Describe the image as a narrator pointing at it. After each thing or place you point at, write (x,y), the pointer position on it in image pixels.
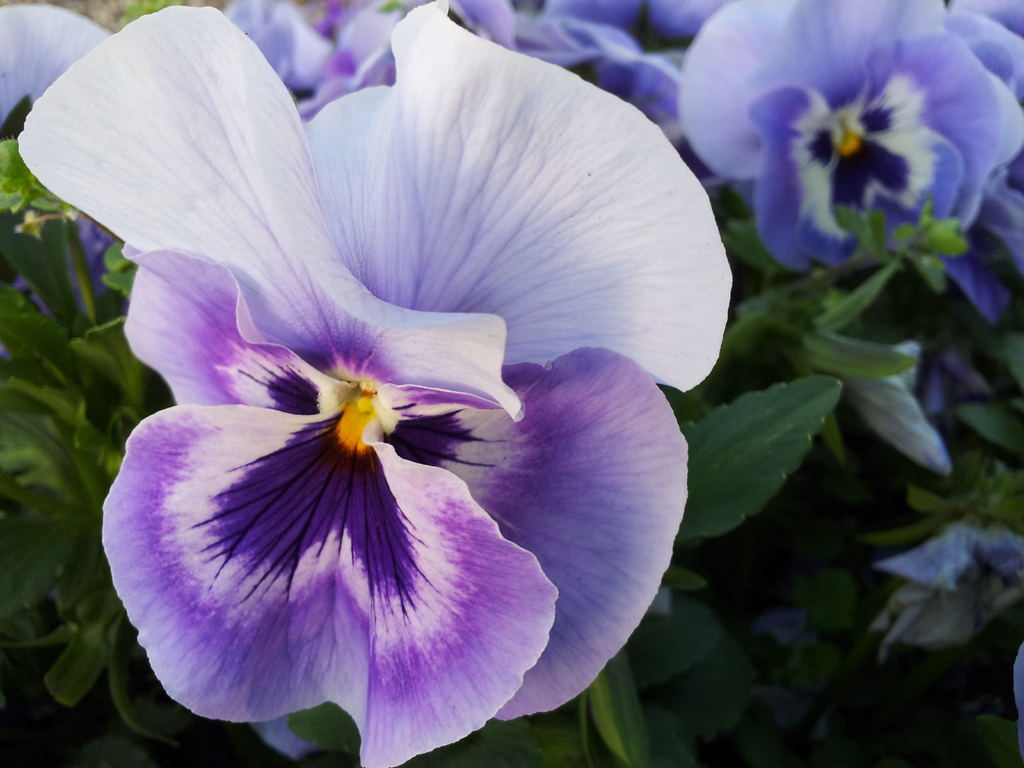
In the middle of this image (473,432), we can see there is a plant (409,285) having blue color flower (386,204). In the background (824,27), there are other plants (823,59), which are having blue color flowers (823,59) and green color leaves (793,340).
